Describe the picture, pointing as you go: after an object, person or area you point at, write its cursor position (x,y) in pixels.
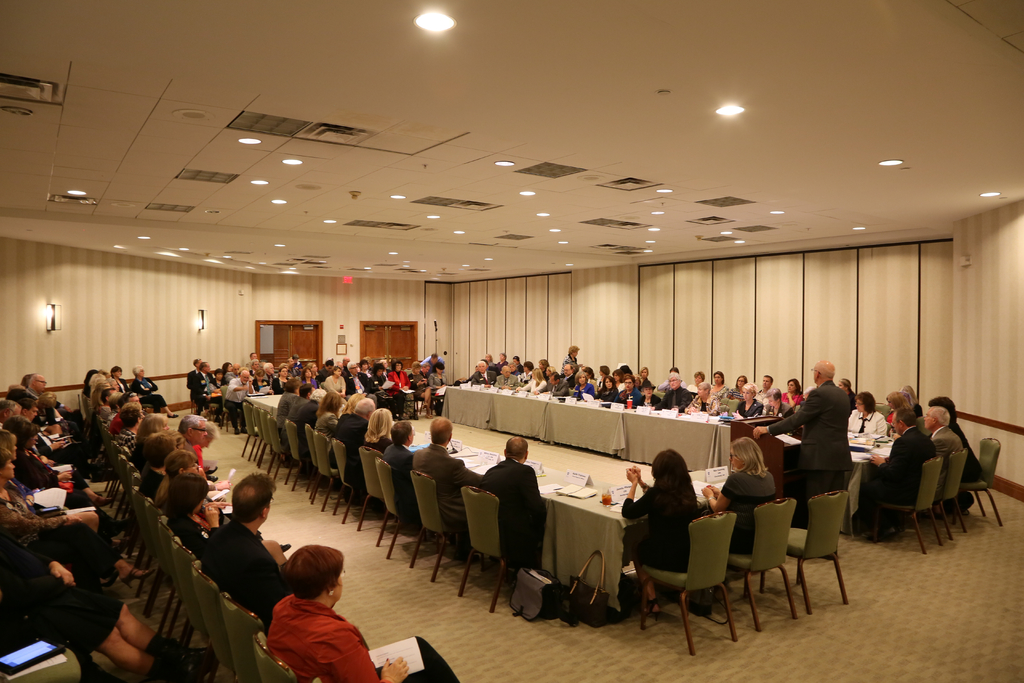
In this image, we can see people (64,622) are sitting on the chairs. Few people (830,473) are standing. In the middle of the image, we can see desk (530,416) covered with cloth (545,567). On top of that few things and objects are placed. In the background (608,294), we can see the wall (418,317), doors (297,350), lights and few objects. Top of the image (381,142), we can see the ceiling (324,203) and lights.
